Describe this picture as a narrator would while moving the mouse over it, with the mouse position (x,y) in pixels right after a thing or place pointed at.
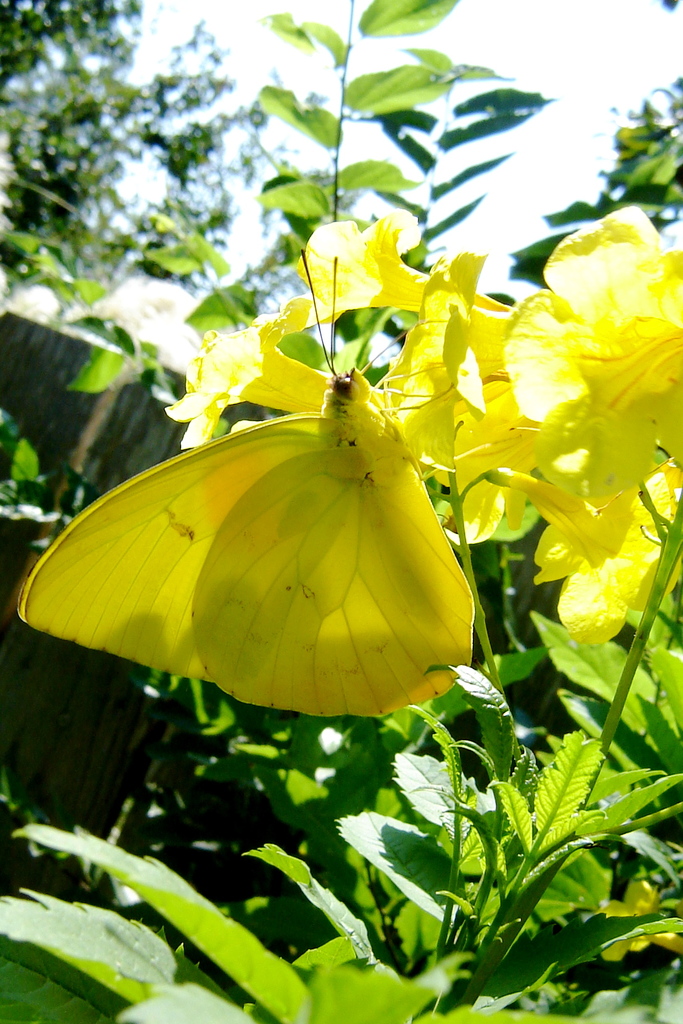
In this image we can see yellow color butterfly (214,539) which is on flower (526,357) which is also yellow color and there are some plants (111,924) and leaves (184,98) which are green in color and top of the image (287,128) there is clear sky (474,25).
